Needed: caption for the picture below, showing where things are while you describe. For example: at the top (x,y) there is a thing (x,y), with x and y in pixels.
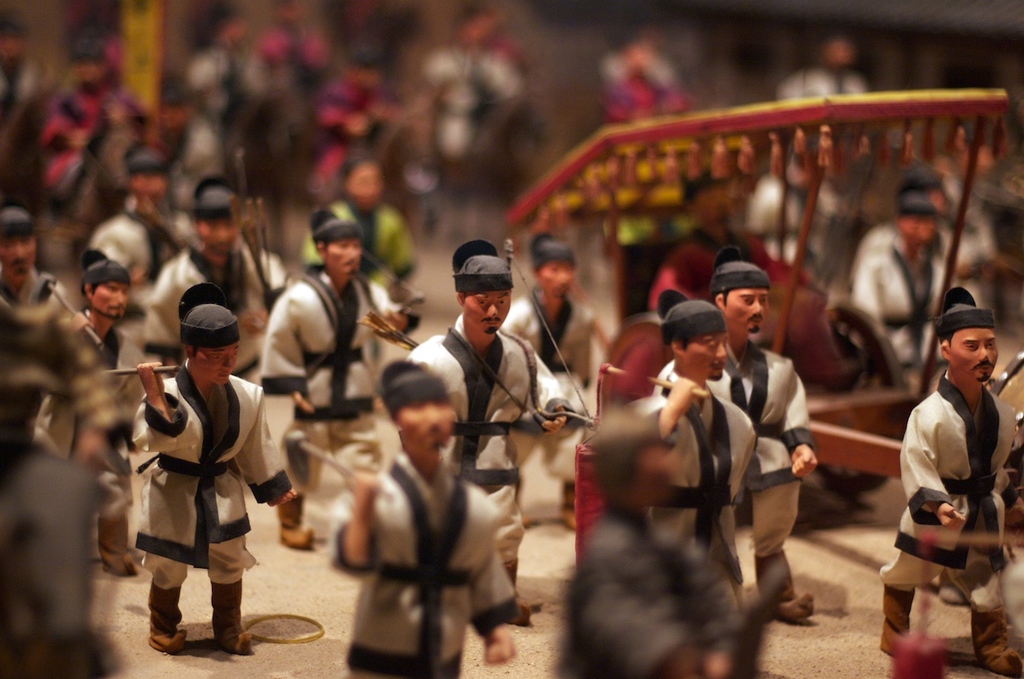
In this picture we can see miniatures of persons (219,286), there is a blurry background (13,43).
